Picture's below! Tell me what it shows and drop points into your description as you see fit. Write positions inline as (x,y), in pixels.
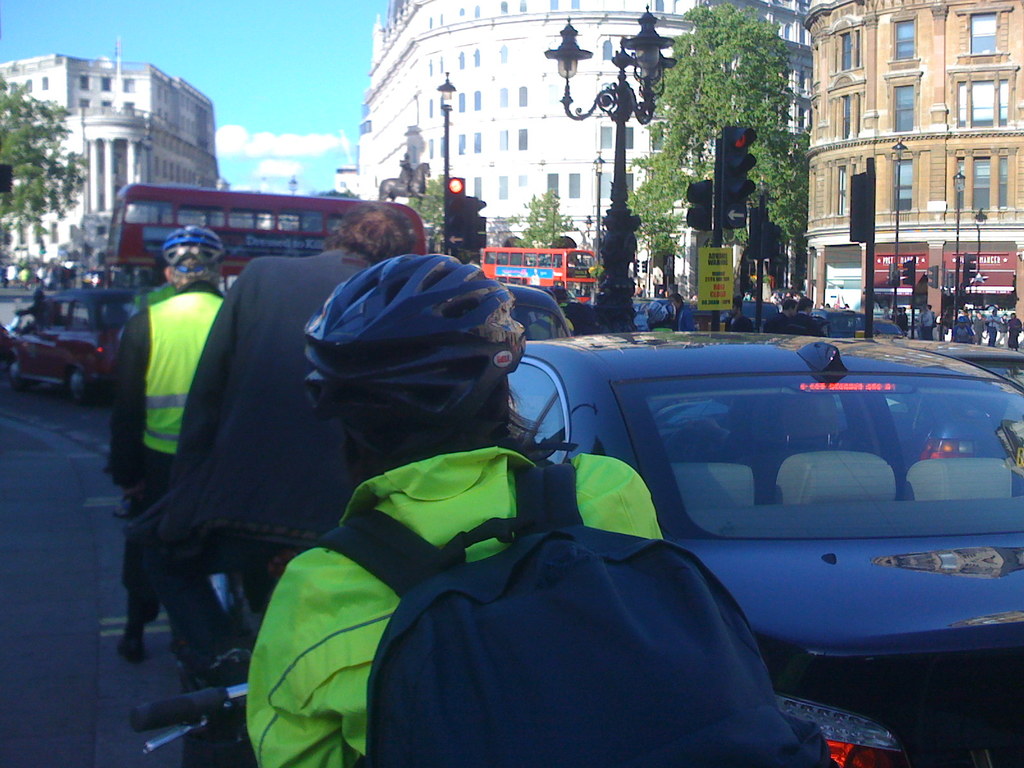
In this image are vehicles (660,411) and people (240,389) are on a road (66,427), in the background (706,203) there are buildings (841,92) trees (699,122), light poles (719,149) and statue (409,182) and the sky (252,95).
